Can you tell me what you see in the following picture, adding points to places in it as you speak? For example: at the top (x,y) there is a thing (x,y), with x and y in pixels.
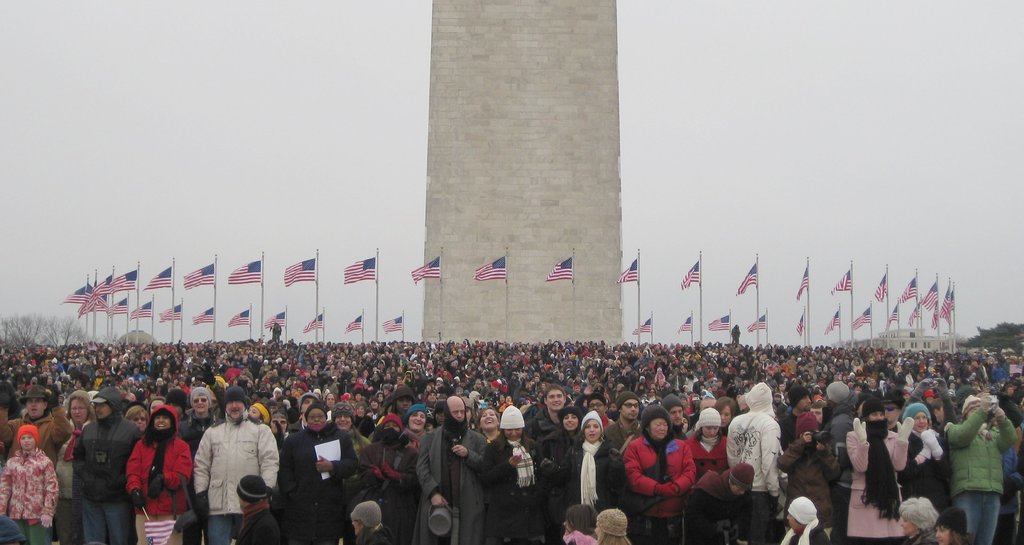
At the bottom of the image (181,436) there is crowd (922,491) and we can see flags (937,322). In the center (492,311) there is a tower (443,167). In the background (74,335) there are trees (74,335), building (925,330) and sky (730,87).
